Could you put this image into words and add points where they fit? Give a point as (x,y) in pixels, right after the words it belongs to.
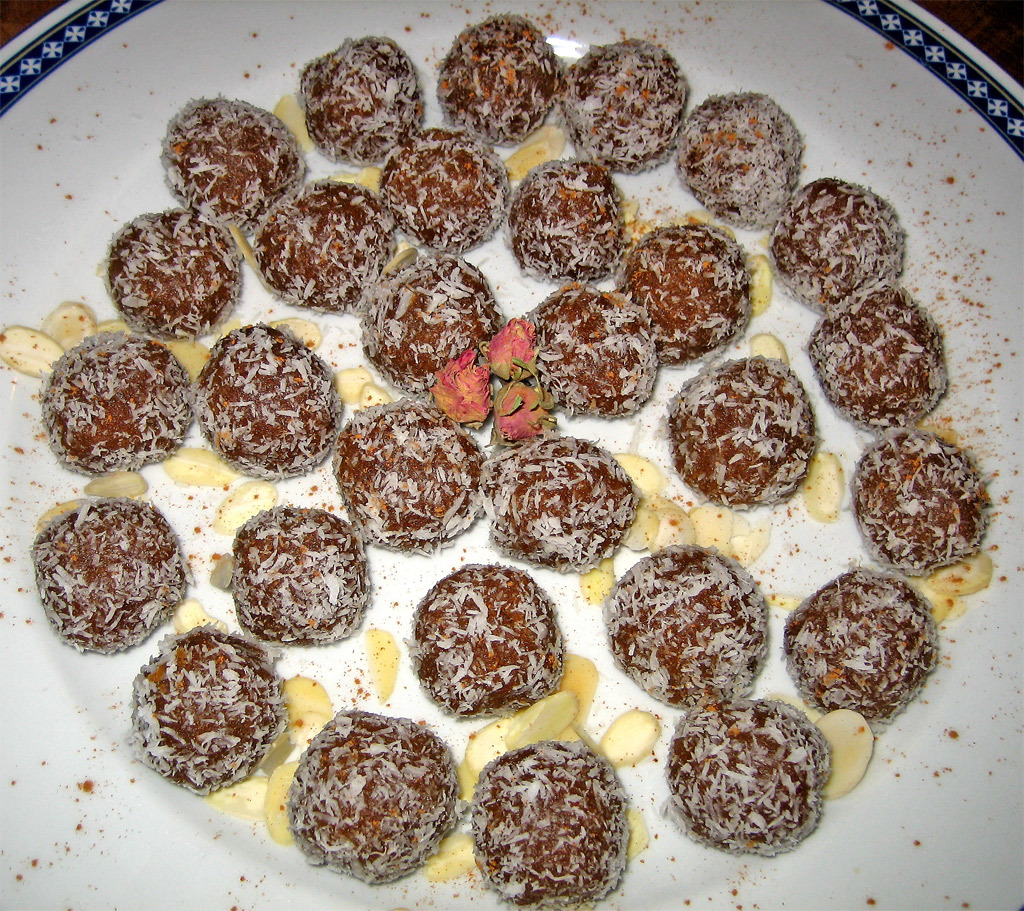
In this image we can see food items (383,456) on the plate (5,670).
